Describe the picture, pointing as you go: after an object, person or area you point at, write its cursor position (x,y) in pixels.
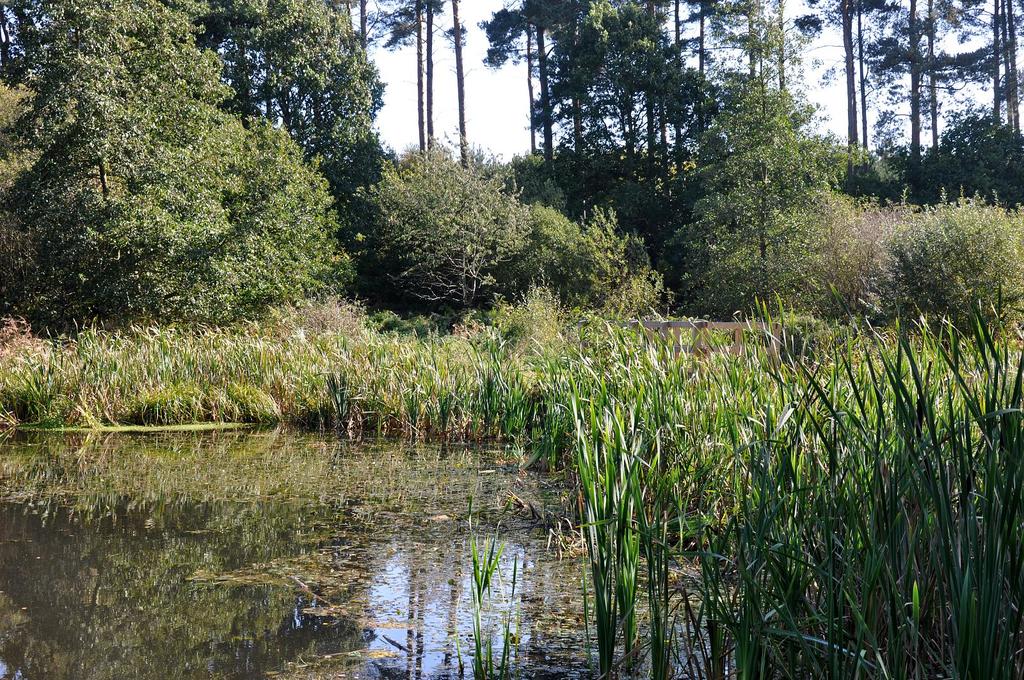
In this image we can see trees (158,12), plants (470,399), water (453,461) and we can also see the sky (483,125).
